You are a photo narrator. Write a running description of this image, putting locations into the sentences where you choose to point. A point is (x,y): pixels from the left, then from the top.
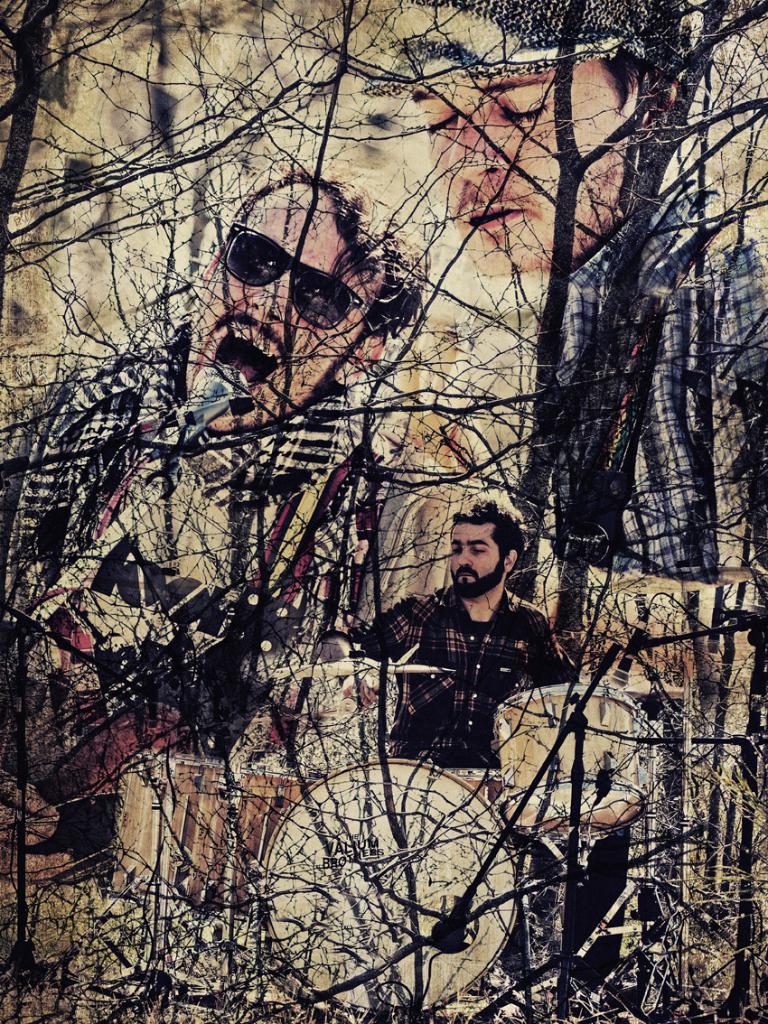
This is an edited image in which there are persons (319,473) and there are branches (496,462) of trees (552,334).
